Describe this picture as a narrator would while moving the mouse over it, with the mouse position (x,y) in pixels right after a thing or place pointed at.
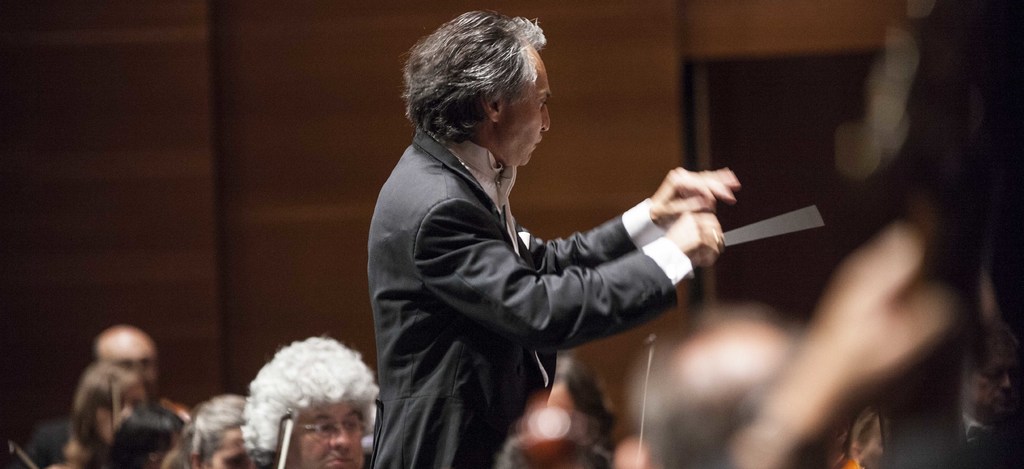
In this image we can see a person (456,221) holding something in the hand (680,244). At the bottom (87,384) we can see few people (586,409). In the background (309,149) there is a wall (282,156). And the image is blur.
